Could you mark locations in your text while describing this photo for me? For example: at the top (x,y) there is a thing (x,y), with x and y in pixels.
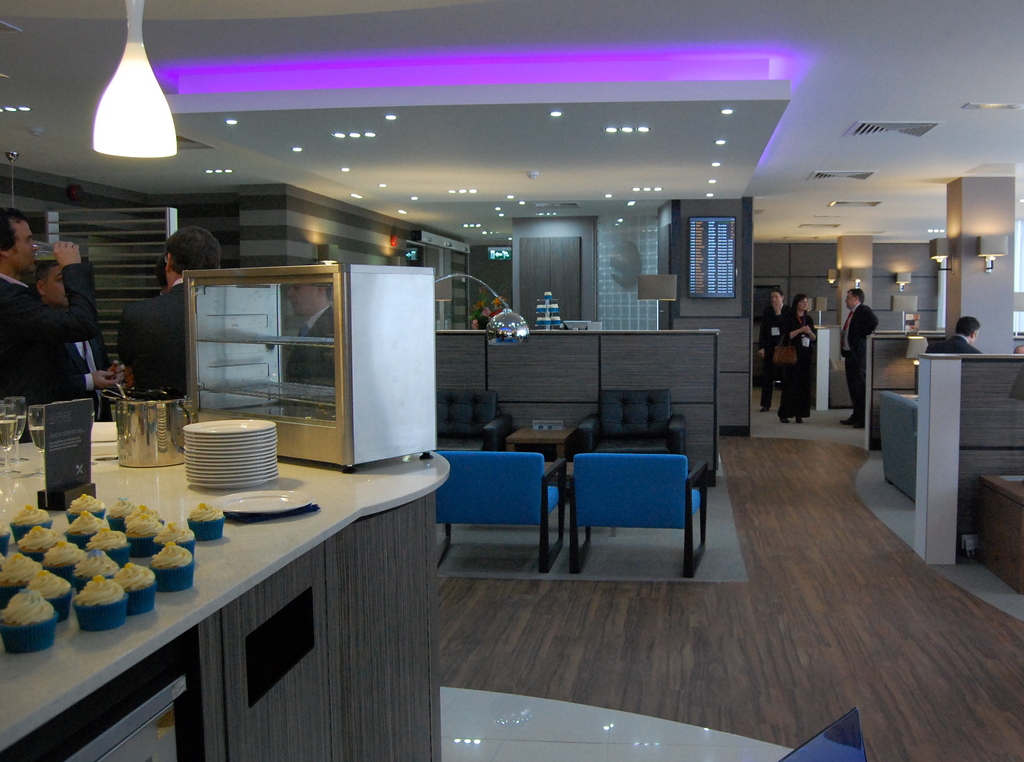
In the given image we can see many people (800,351) standing. This is a sofa chair (518,452), plates (237,453) and cupcakes (75,547). These are the wine glasses (14,426).
